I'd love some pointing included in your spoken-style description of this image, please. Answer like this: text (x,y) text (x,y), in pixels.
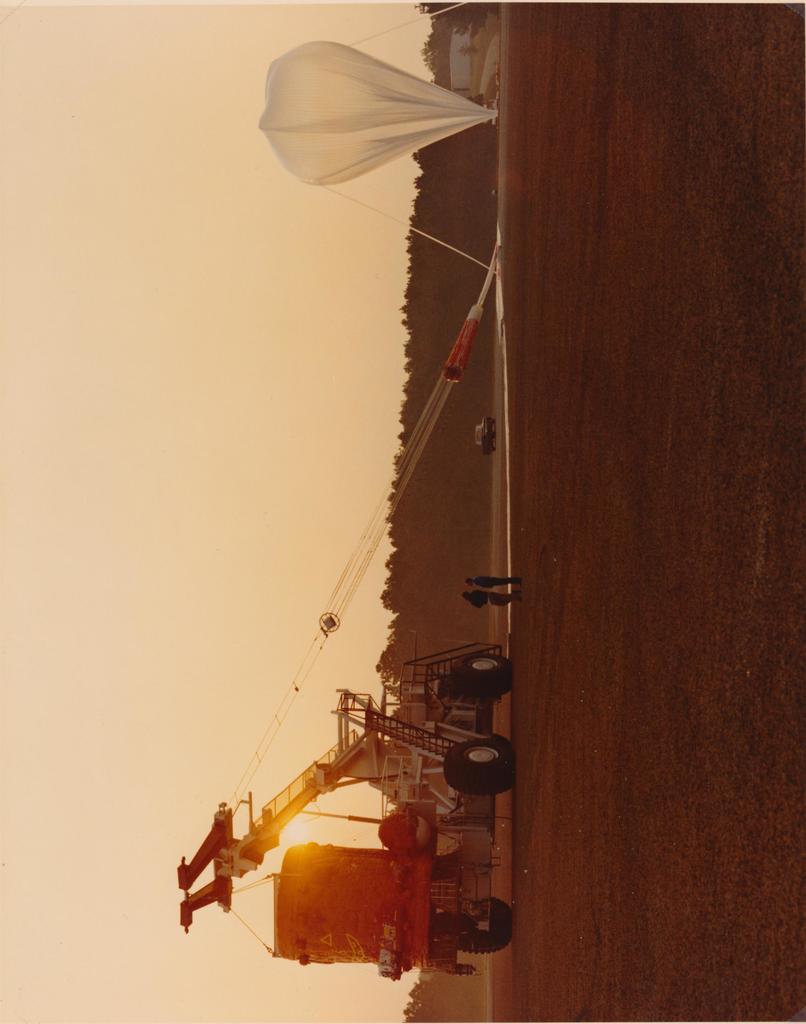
In this image we can see a vast land (716,828) and one parachute (409,103) and vehicle (395,762) is there. Background of the image (468,279) trees (432,354) are present. Left side of the image (104,529) sky (108,597) is there.
